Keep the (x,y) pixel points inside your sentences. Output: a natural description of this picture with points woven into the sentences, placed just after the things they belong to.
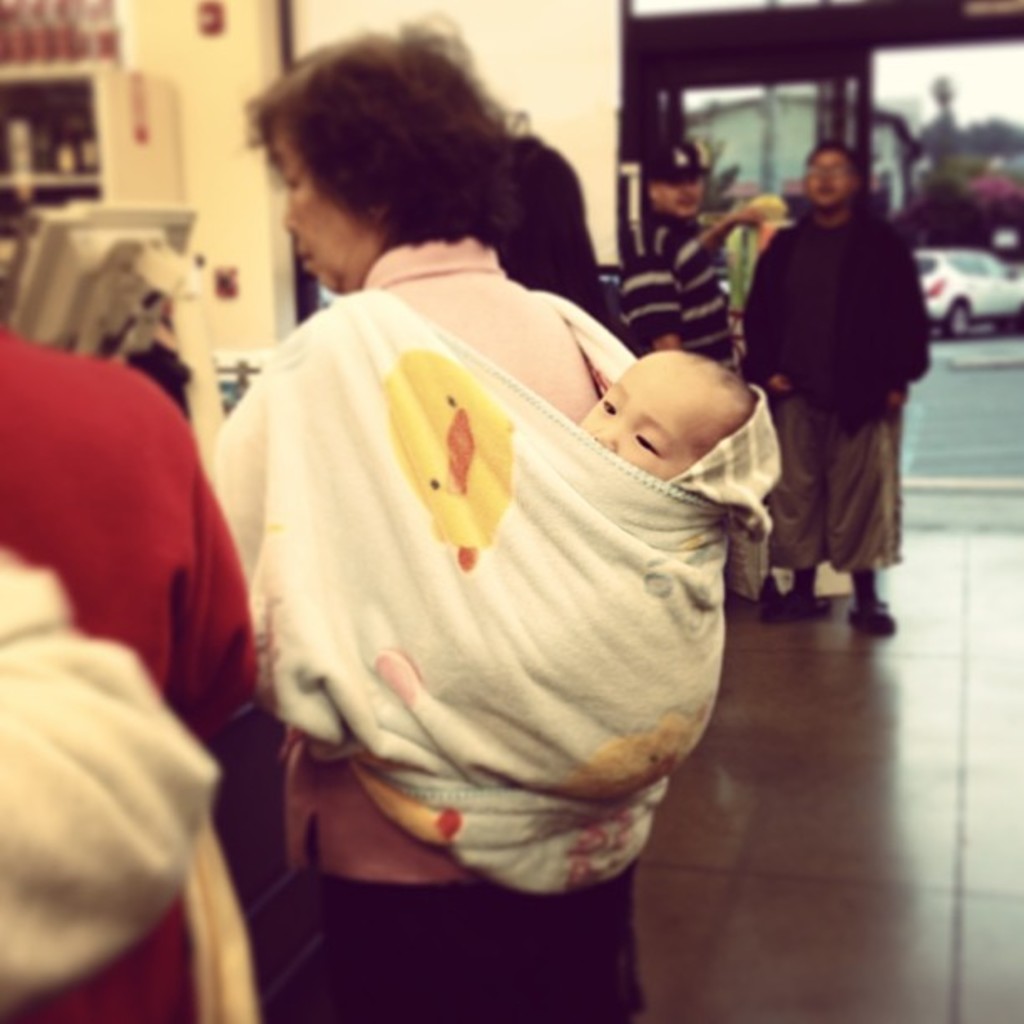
In this picture I can see inner view of a building (541,122) and few people (744,218) are standing and I can see a woman (358,321) carrying a baby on her back (434,395) and I can see a monitor (146,293) and few items (15,29) on the shelves (36,173) and I can see a car (962,295), trees (940,202) and another building (781,144) in the back (967,147).
